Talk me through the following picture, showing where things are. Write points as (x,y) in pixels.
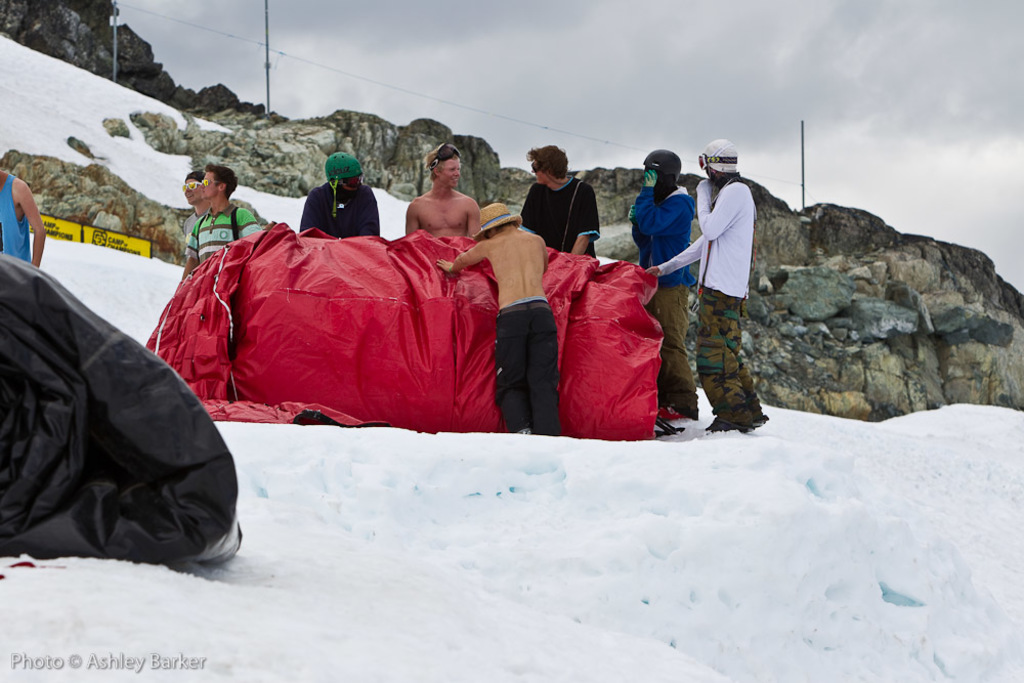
In this image, in the middle (666,253), we can see a group of people (737,268) standing in front of a red color cloth (575,390). On the left side (146,439), we can also see black color. In the background (991,282), we can see some rocks (918,279), poles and a wire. At the top (463,19), we can see a sky (479,19), at the bottom (620,481), we can see a snow (653,560).
